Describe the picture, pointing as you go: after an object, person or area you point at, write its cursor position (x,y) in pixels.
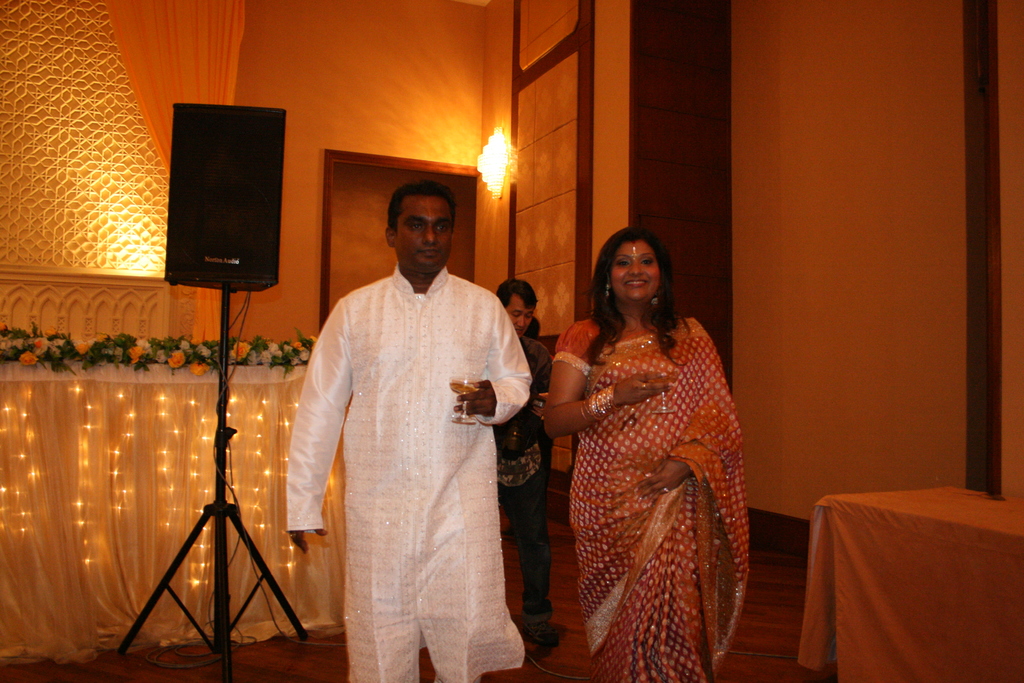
There are two men (477,458) and woman (569,430) holding a glass (466,381) with liquid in it and walking on the floor (193,657). In the background (16,403) there are curtains (21,443). decorative lights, flowers (86,348), a light (485,158) on the wall (821,371) and on the right (861,561) there is a cloth (873,557) on the table (836,554).
